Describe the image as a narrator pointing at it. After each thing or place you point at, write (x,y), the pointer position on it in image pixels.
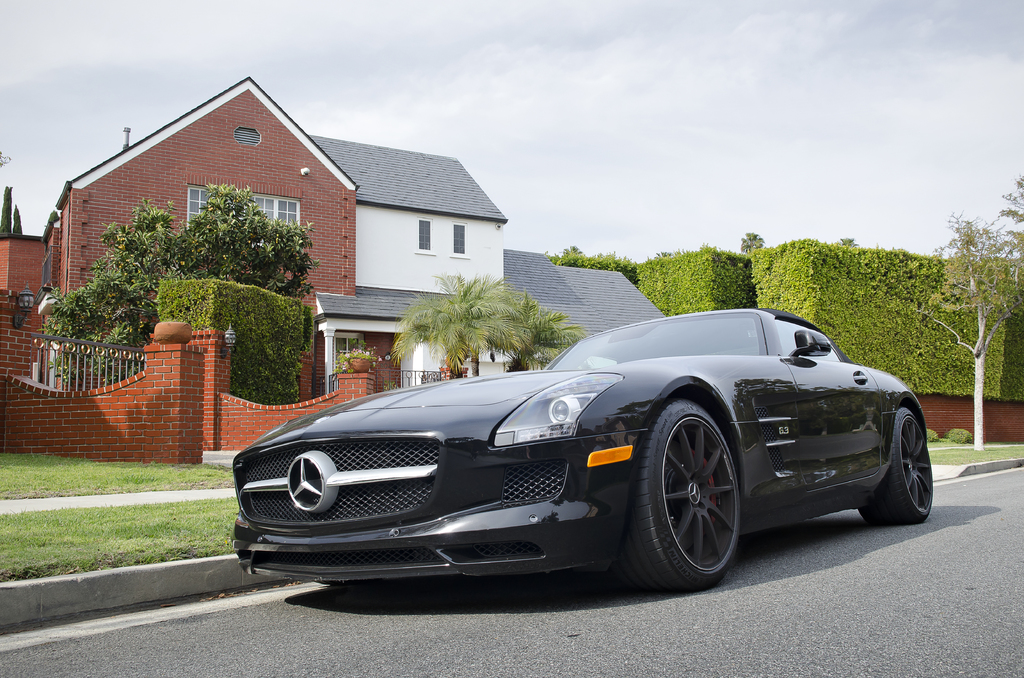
In this image I can see a black Mercedes-Benz car (913,408) on the road (913,554), and at the back (313,294) I can see a house (346,230), trees (244,230), and grasses (149,519), in the background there is the sky (534,53).
